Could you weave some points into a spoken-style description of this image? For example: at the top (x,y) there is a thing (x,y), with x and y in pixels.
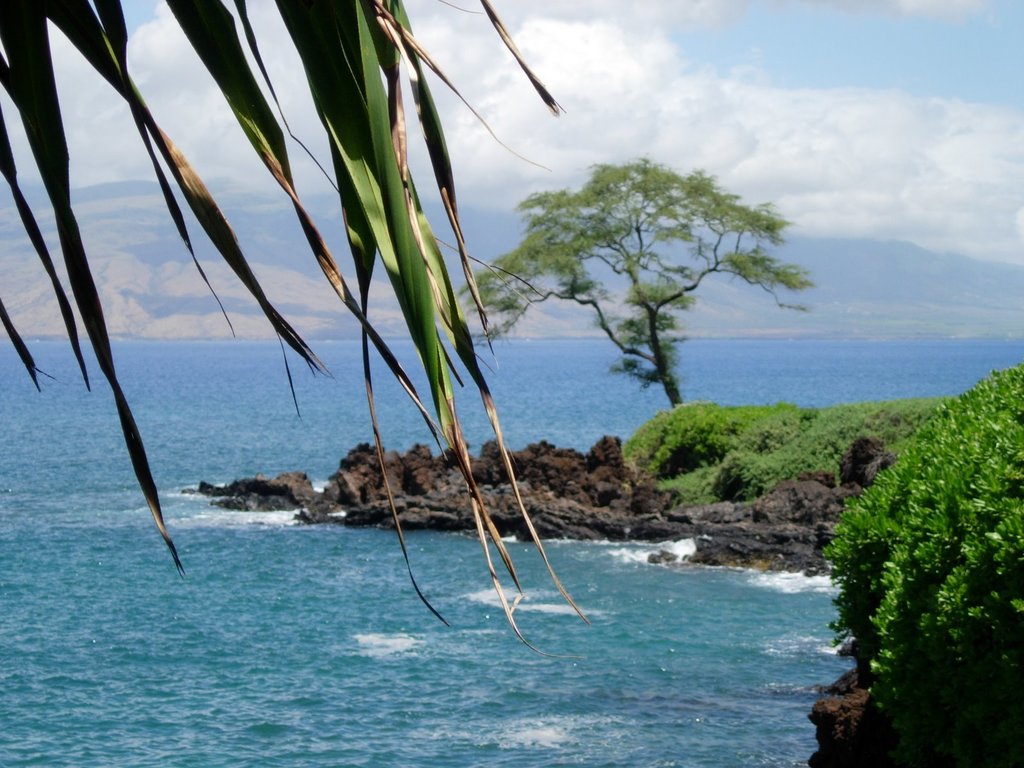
In the image we can see a tree (640,262), grass (823,448), leaves (120,68), water (268,422), rocks (492,490) and a cloudy sky (632,87).
